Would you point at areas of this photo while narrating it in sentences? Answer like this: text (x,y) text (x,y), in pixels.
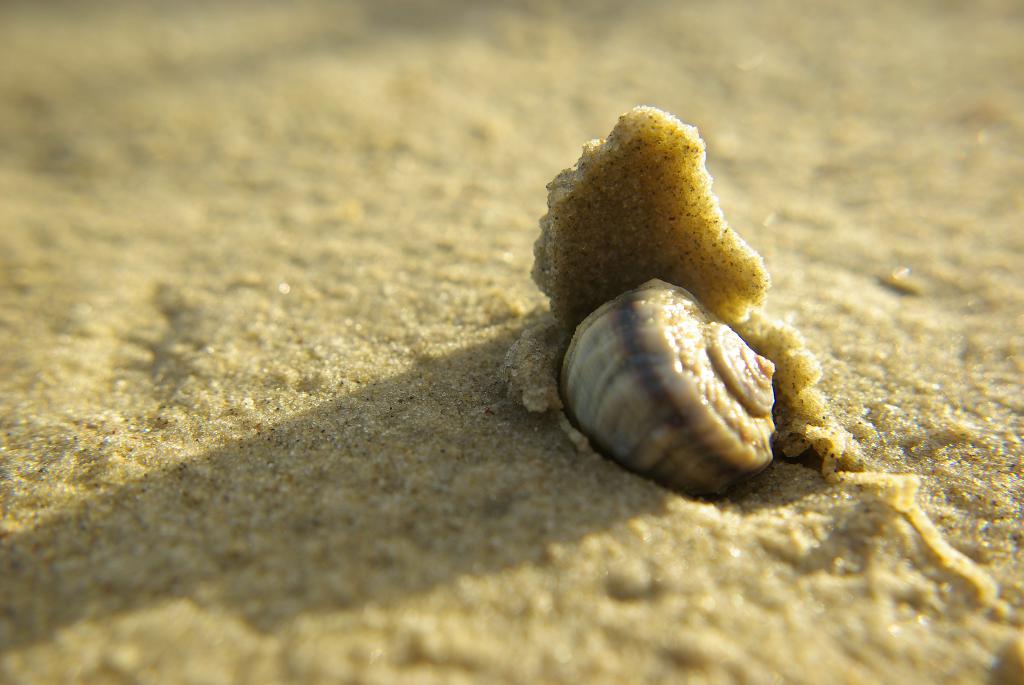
In this picture I can see the sand (341,217), on which I can see a shell (667,336) in front (606,387) and I see a shadow (437,449) on the left side of this image (276,508).
